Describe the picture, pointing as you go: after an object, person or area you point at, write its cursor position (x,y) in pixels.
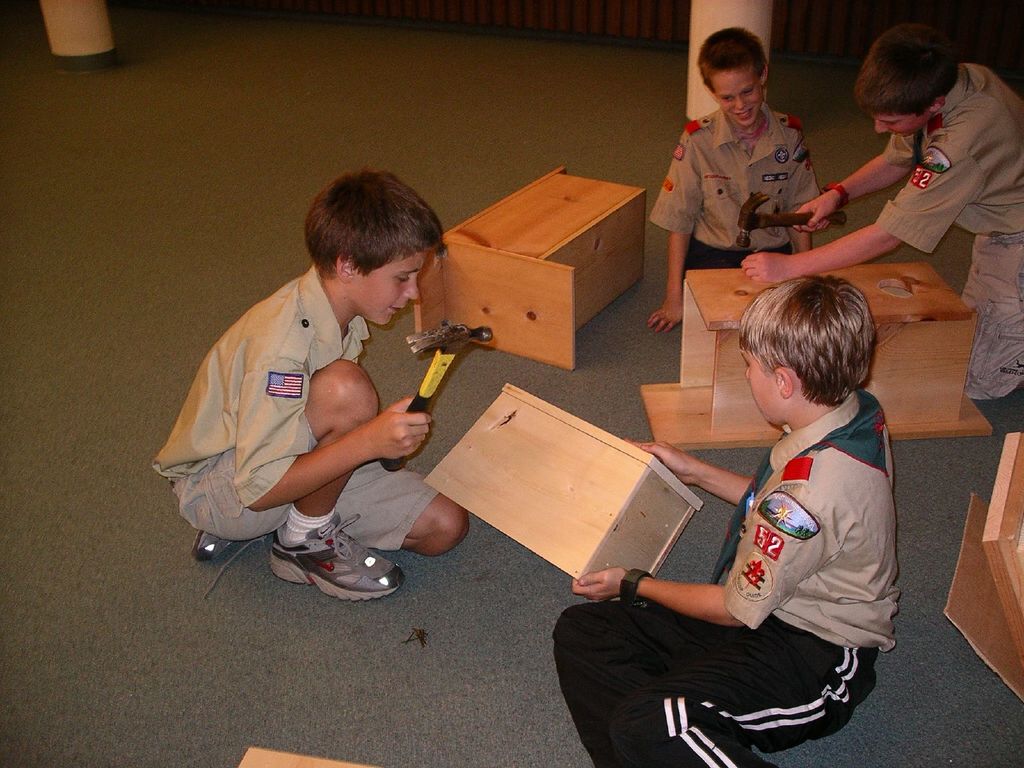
In this image we can see people (735,645), hammer (429,330) and wooden objects (671,420).
